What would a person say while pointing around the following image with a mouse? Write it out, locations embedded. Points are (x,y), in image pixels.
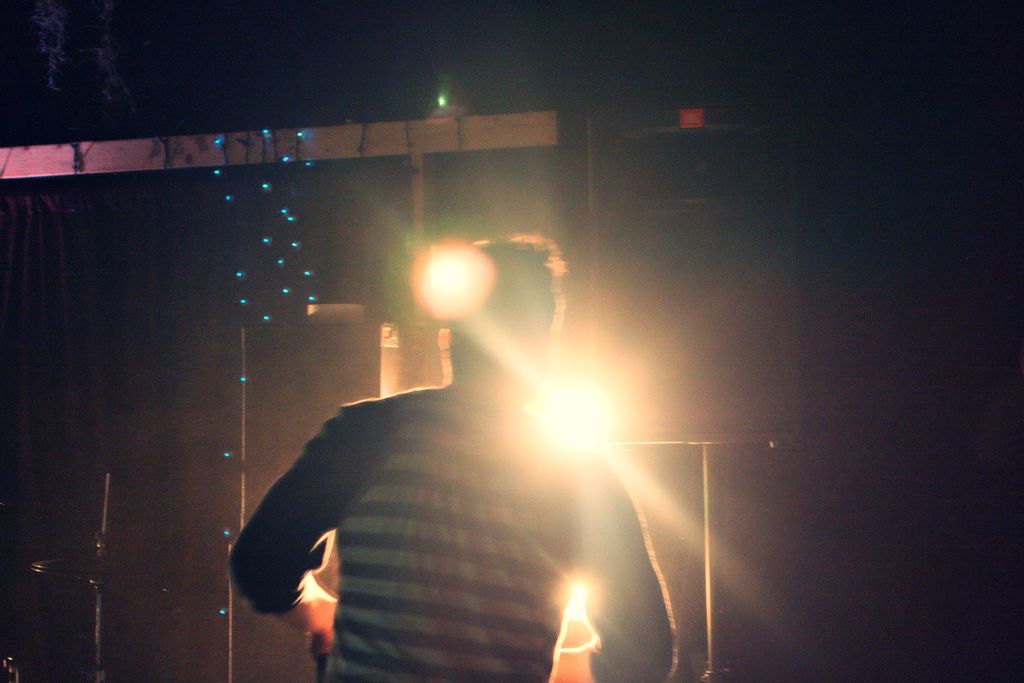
In the picture we can see a man (405,637) standing near the lights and we can also see some decorative lights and beside it, we can see a music box (697,298) to the pole (711,647), in the background (668,176) we can see dark.
